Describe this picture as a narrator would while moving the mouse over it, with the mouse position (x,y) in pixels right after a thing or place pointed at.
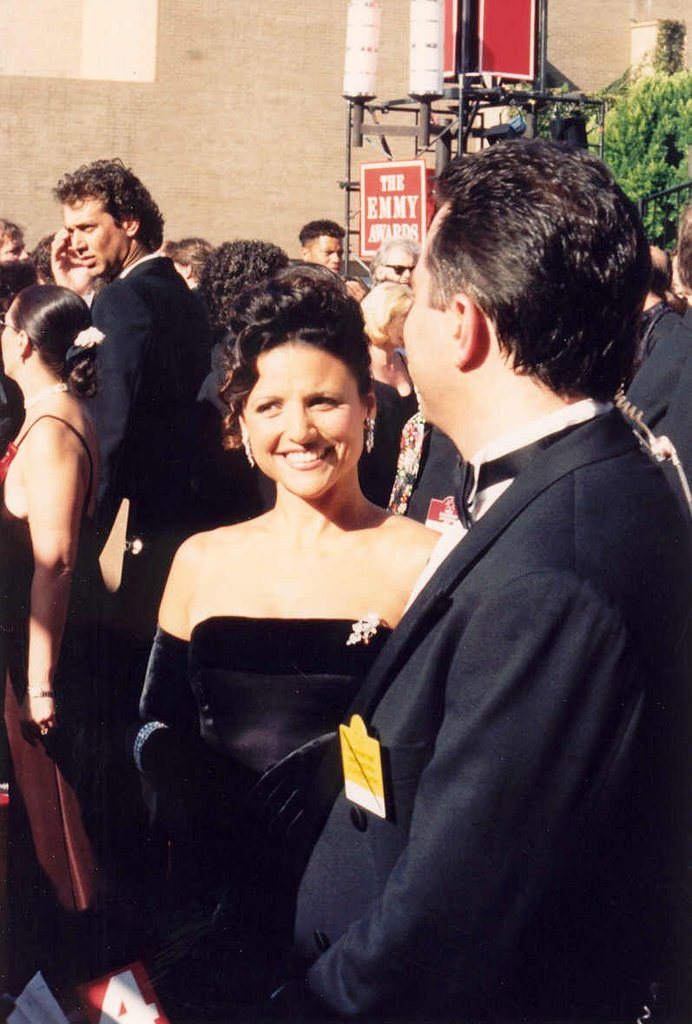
In this image there are group of persons (360,517) standing, there is a board (373,180), there is text (403,205) on the board (373,235), there is number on the board (388,208), there is a tree (632,119) towards the right of the image (642,149), there are objects (422,85) towards the top of the image (427,98), at the background of the image (398,82) there is the wall (224,105).
